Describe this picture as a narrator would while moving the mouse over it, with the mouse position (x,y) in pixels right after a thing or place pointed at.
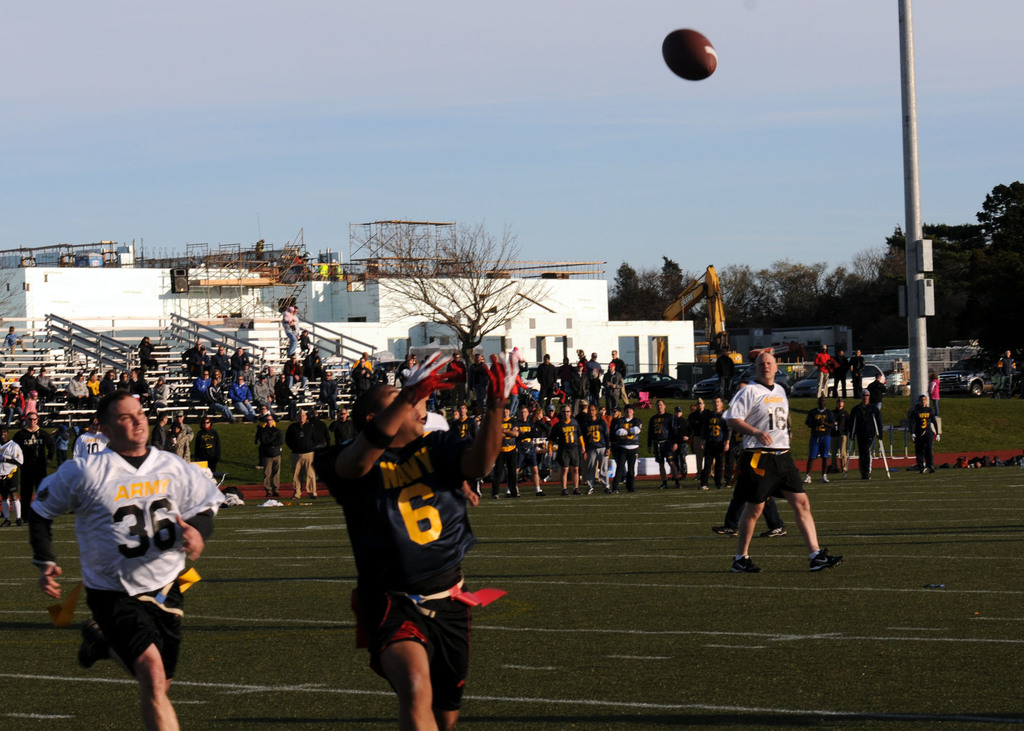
Some people (165,498) are playing american football. And the ball (701,59) is in the air (729,50). Person (484,450) in the front (445,503) is wearing a gloves (420,385) and is having a number (417,512) on the t shirt (432,504). In the back (529,424) there are many people (544,403). Also there are buildings (228,270), trees (439,298), seats (107,343), railings (135,361), sky (382,151) in the background (516,218). Also there is a crane (723,314) in the back (719,328). On the right side (914,272) there is a pole (911,248). Also there are trees (881,323) and a vehicle (969,367) on the right side (954,305).
